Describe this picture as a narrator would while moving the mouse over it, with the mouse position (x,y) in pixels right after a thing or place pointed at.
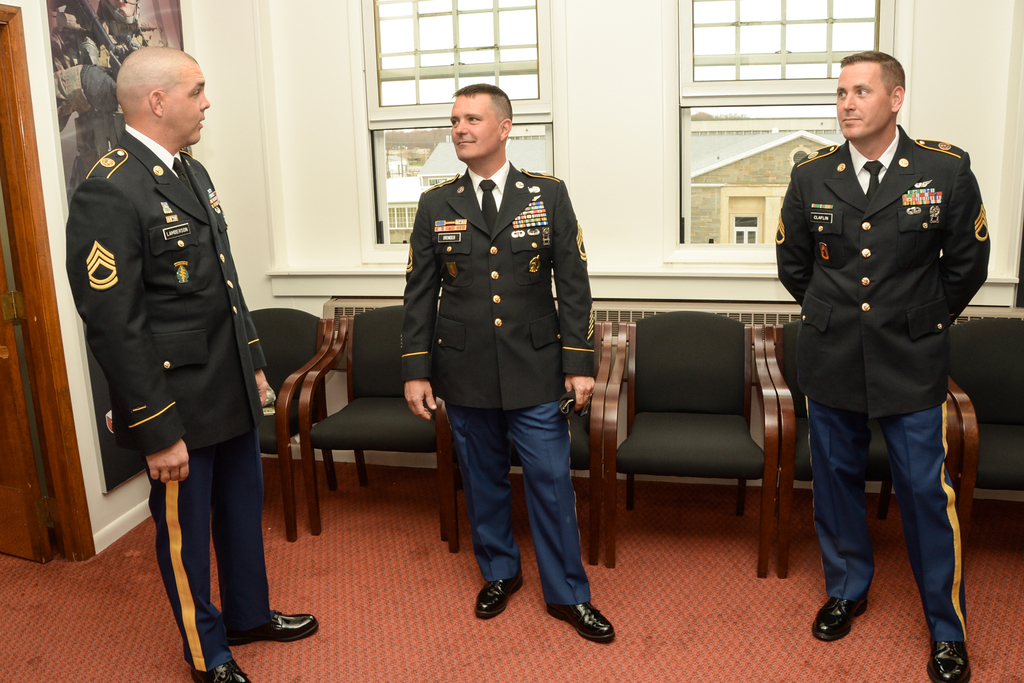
In this image there are three military officers (531,279) standing on the floor (758,593) one beside the other. In the background (281,369) there are six chairs (740,423). At the top (597,30) there are two windows (702,43). On the left side (45,321) there is a door (35,359). To the wall (55,152) there is a poster (80,67). Through the window (735,182) we can see the building (744,177). On the floor (77,619) there is a red colour mat (101,601).
